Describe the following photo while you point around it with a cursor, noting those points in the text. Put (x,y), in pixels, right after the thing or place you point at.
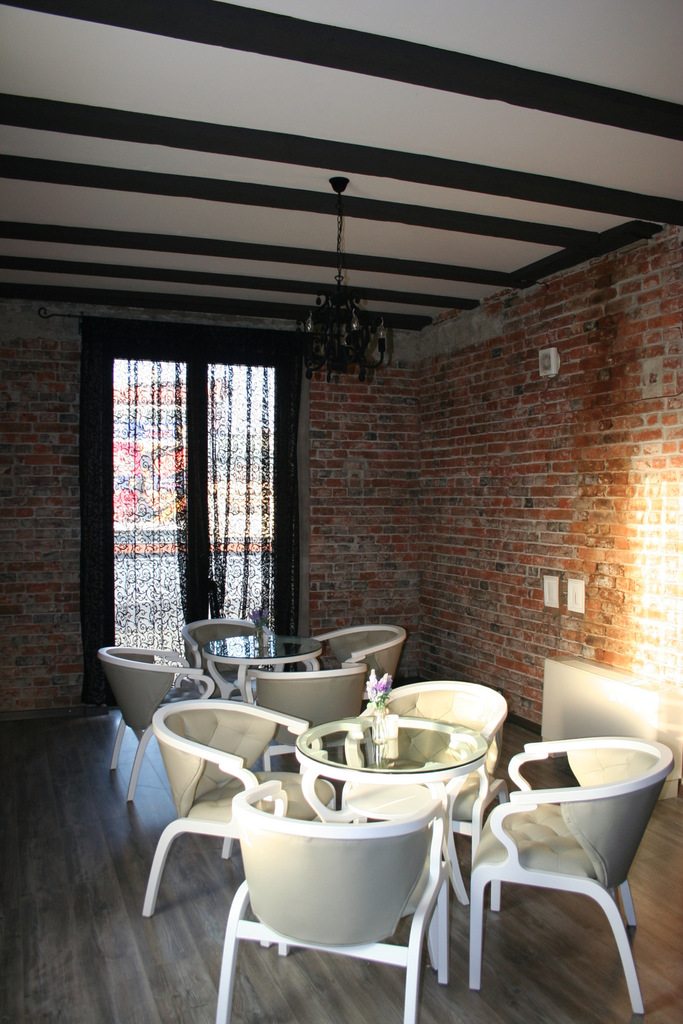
In this picture we can see tables (347,813) and chairs (559,810) on the floor (461,1013), wall (357,451) and in the background (129,347) we can see a window (263,438) with curtains (176,542).
